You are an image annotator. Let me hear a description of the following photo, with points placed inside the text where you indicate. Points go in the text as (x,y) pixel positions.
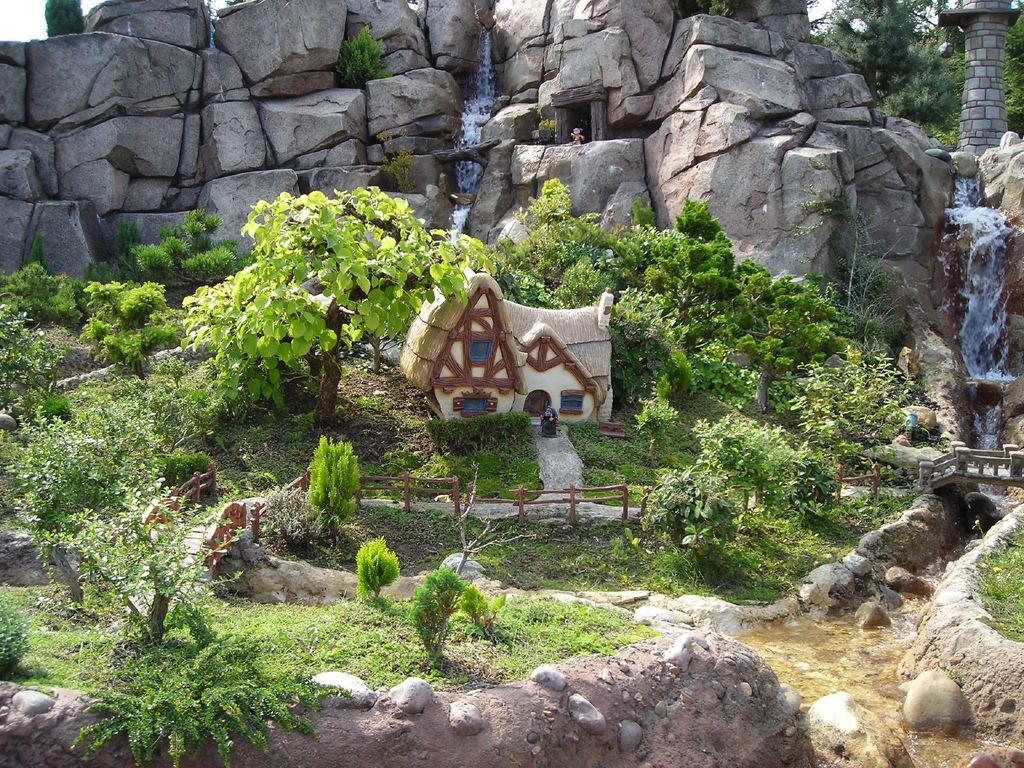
This image consists of a cartoon world. It looks like it is clicked outside. In the front (563,397), there is a small house (581,405). In the background (346,81), there are rocks (939,176). On the right (971,285), there is a waterfall (962,182). In the front (662,526), we can see many plants (250,703) and trees (827,468).
